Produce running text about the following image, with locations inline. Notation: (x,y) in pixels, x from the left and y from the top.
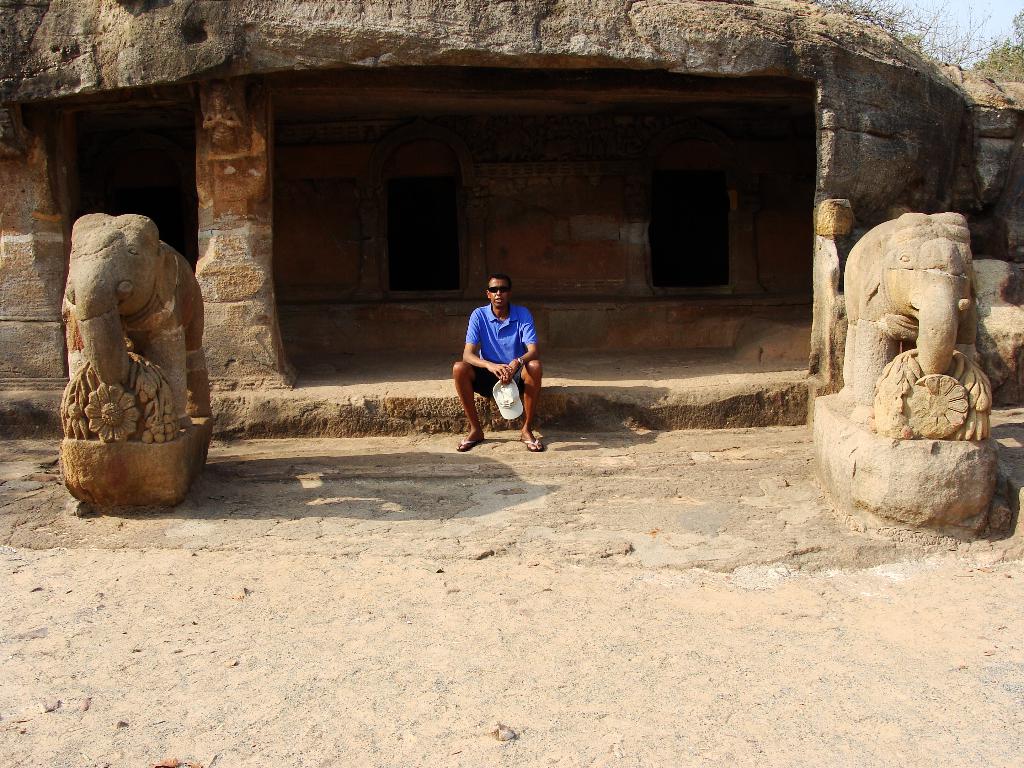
in this image I can see a cave (583,158) carved as a home structure (585,134). There are two elephant statues (190,421), there is a person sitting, there are rocks (875,56), plants (1015,66) and also there is a sky (989,19).
